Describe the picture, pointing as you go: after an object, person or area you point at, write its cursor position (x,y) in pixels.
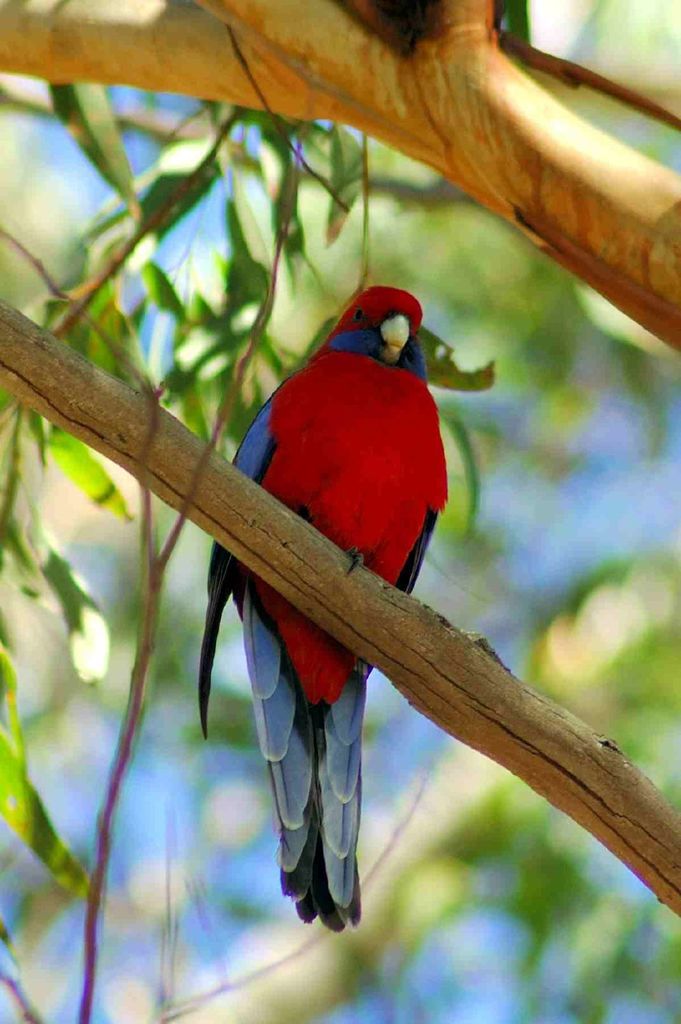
In this image we can see the bird (324,676) on the tree (281,562) and there is the blur background (108,944).
